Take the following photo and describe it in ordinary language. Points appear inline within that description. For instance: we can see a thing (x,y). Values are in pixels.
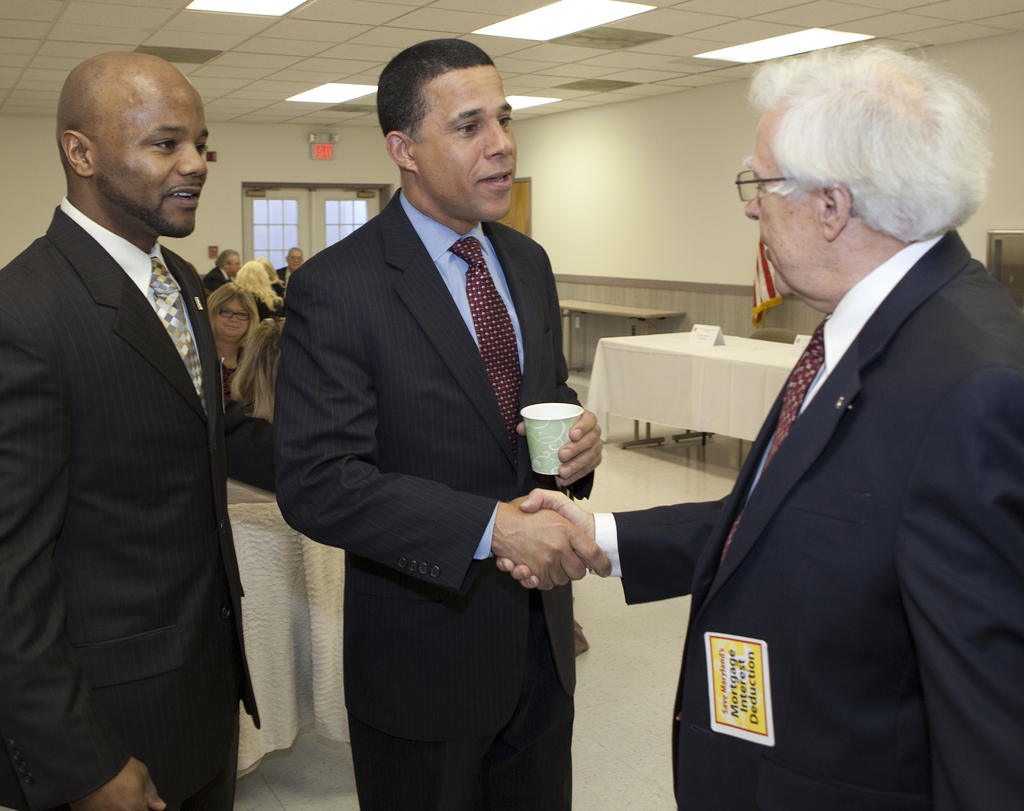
In this image I can see three people (546,324) standing two people (477,467) on the left hand side (305,313) are facing towards the right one person (882,522) is facing towards the left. Two people (561,319) standing on the right hand side (876,404) are shaking their hands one person (488,460) among them is holding a glass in his hand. I can see other people (254,266) behind them. I can see a window (296,214), doors (310,222), tables (710,384) and false ceiling (476,22) with some lights (641,13).
